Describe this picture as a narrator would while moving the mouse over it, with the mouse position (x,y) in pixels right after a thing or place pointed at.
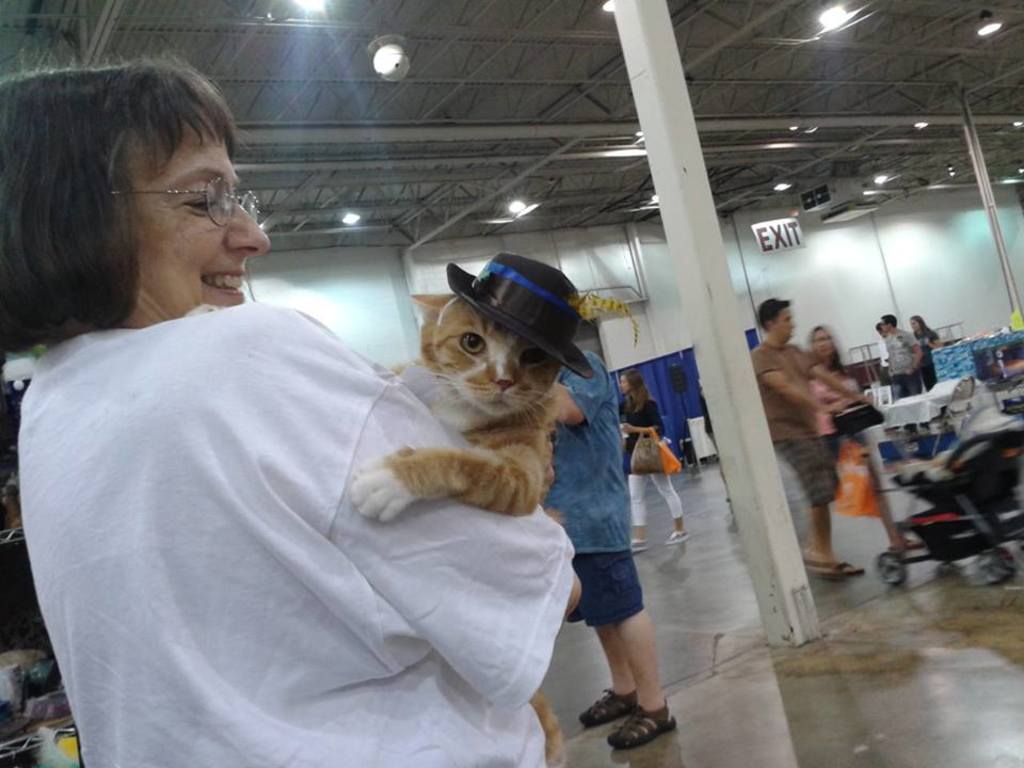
This image consists of a woman (410,431) holding a cat (525,367). She is wearing a white T-shirt (208,594). In this image, there are many persons (895,349). It looks like a hall (483,189). At the bottom (834,699), there is a floor (854,743). In the front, there is a pillar (758,478). At the top (727,48), there is a roof (616,48) along with lights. On the right (947,461), we can see a woman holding a stroller (952,528).
